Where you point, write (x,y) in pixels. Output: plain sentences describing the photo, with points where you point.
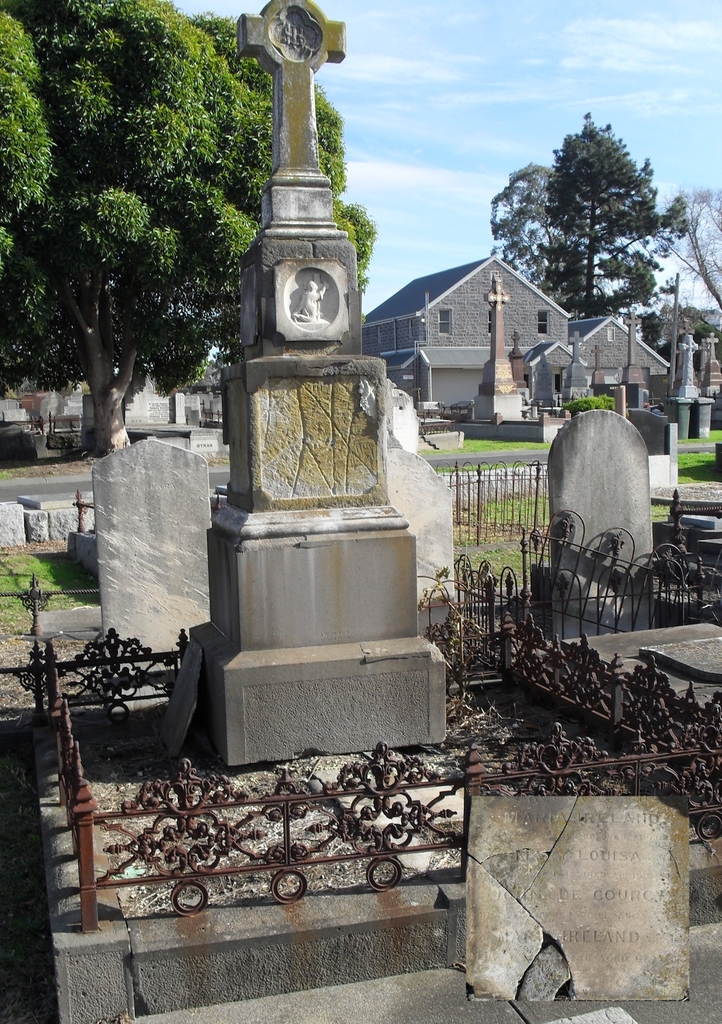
In the center of the image (303,398) we can see graveyard (350,525). In the background (388,336) we can see graveyard (573,348), buildings (566,317), trees (570,254), road (440,464), sky (436,153) and clouds (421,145).
